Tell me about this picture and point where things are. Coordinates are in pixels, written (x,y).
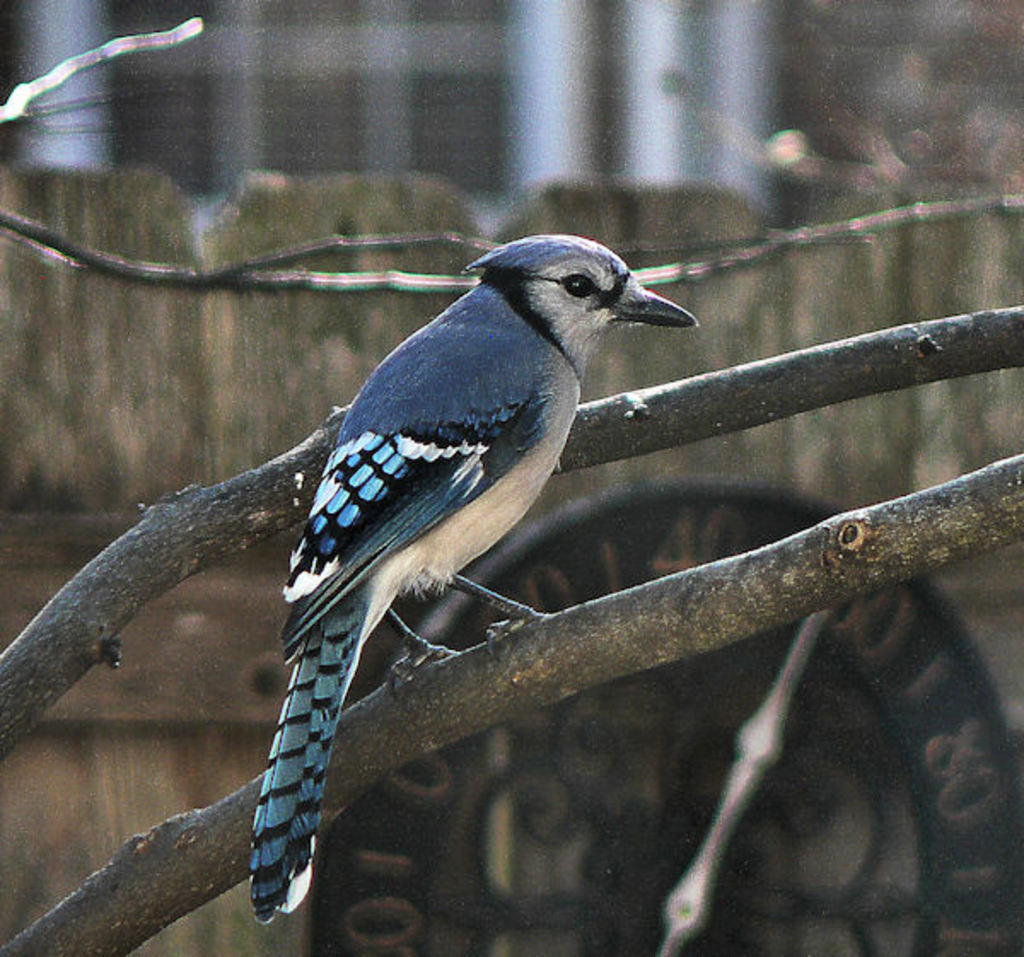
The picture consists of branches (609,446) of a tree (586,431). In the center of the picture (462,449) there is a bird (471,450). At the bottom (741,784) we can see a clock (699,733). The background (101,213) is blurred.
